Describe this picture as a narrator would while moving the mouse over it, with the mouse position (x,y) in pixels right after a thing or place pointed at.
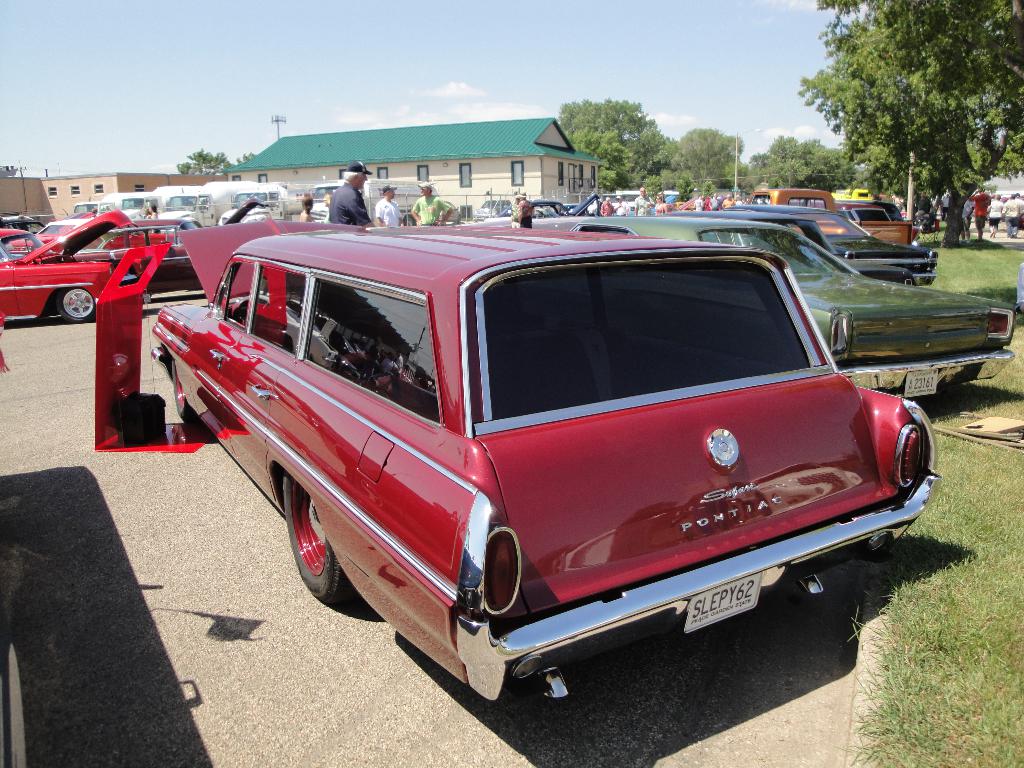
In the picture I can see vehicles (421,330) and people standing on the ground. In the background (396,166) I can see buildings (449,176), trees (675,185), the grass (927,396), poles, the sky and some other objects (133,291).
